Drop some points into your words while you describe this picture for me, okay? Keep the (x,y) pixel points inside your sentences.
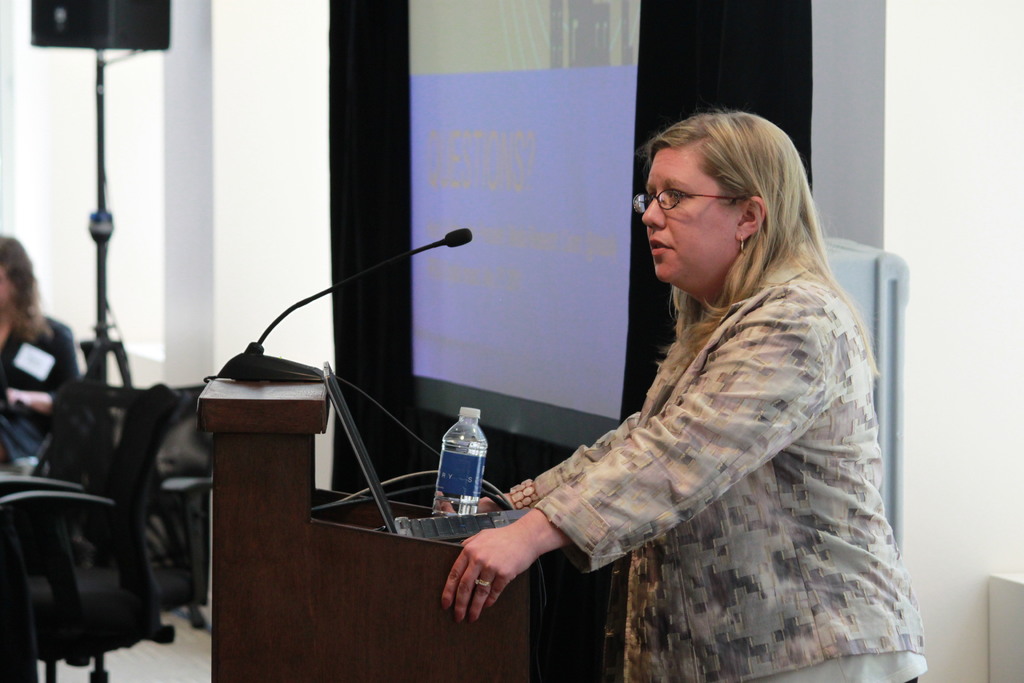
In the image there is a woman (682,290) in grey jacket (631,453) standing in front of podium (384,542) with laptop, water bottle (444,500) and mic (289,377) on it, beside her there is screen (469,113) on the wall (286,58), on the left side (40,329) there is a person (38,421) sitting on chair (66,484) with a speaker (66,36) behind her.
